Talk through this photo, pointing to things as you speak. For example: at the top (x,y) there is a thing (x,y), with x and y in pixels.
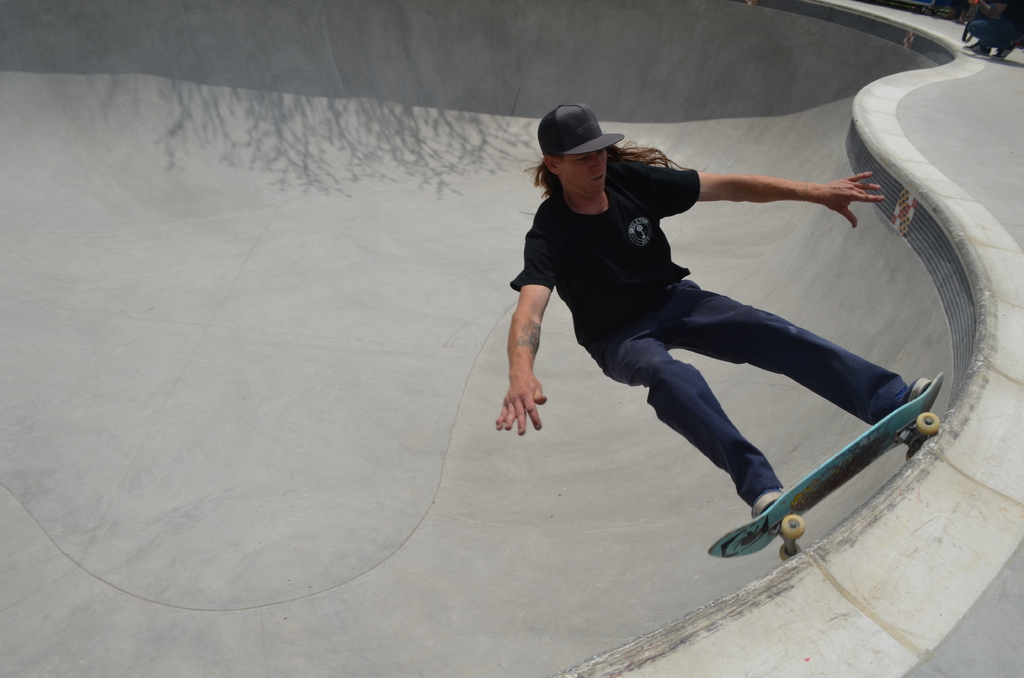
In this picture, there is a man (852,376) skating on the board (827,480) which is on the slope platform (872,570). He is wearing a black t shirt (659,289) and blue jeans (689,296). At the top right (1010,6), there is a person (996,6).
